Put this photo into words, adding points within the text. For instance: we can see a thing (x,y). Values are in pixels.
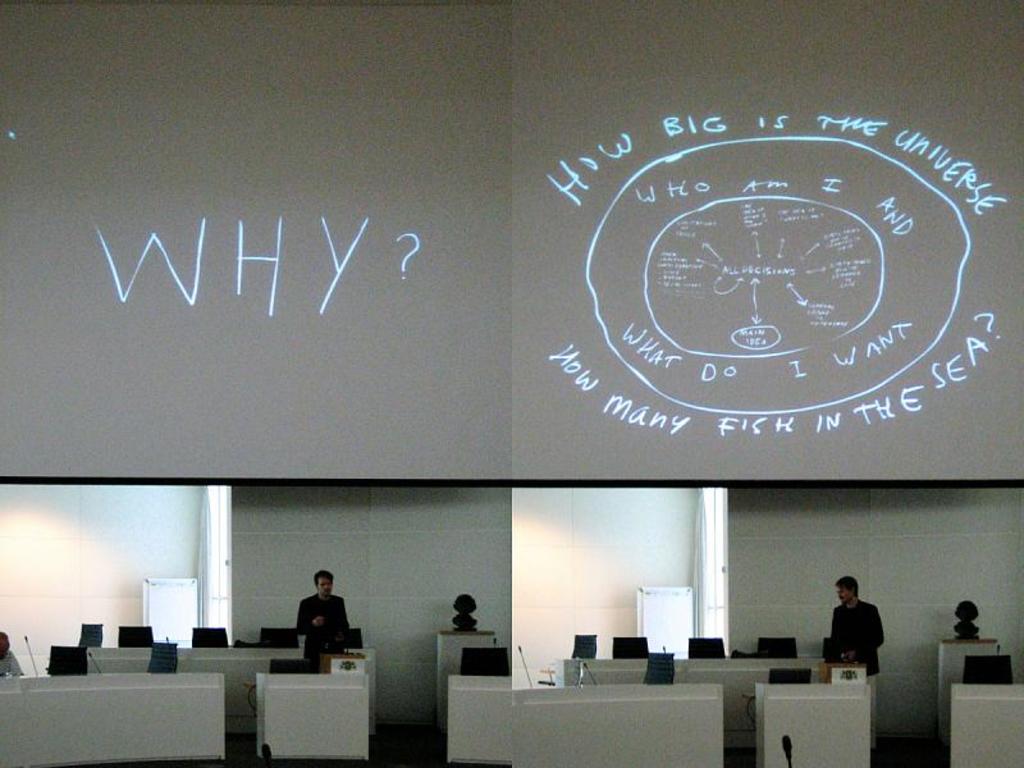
In this image I can see few people (328,618) and I can see they are wearing black dress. I can also see number of chairs (154,669) and mics (31,658). In the background (755,327) I can see something is written.
